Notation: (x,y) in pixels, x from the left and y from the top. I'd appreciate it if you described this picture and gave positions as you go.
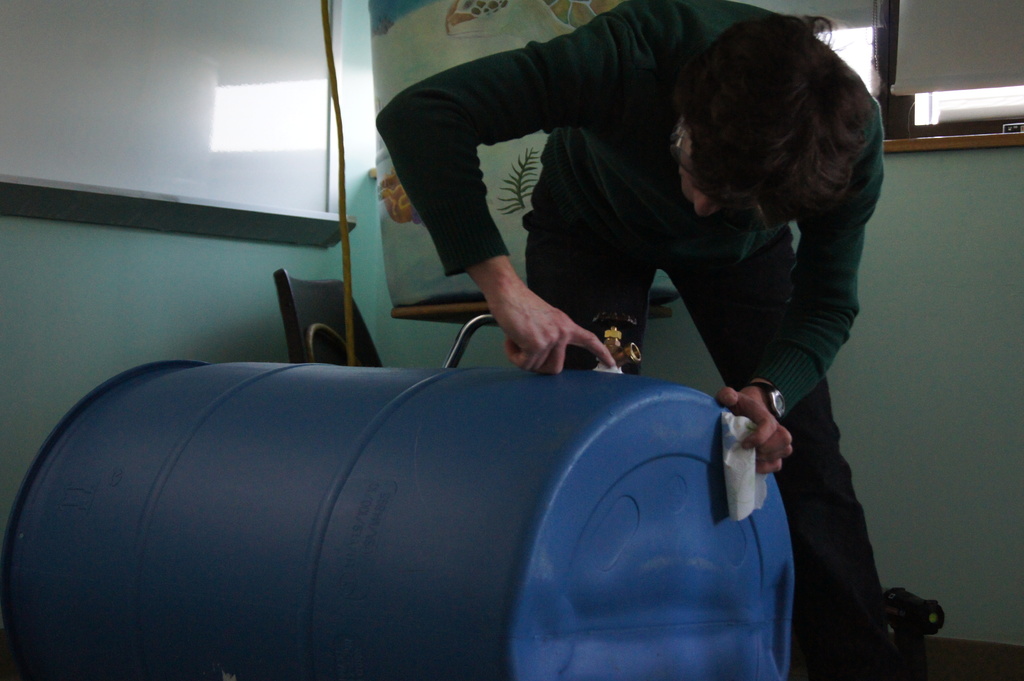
In the center of the image (509,304) we can see a man (707,310) repairing a drum (447,380). In the background (1008,45) there is a window (1020,40), board (240,125), chair (300,322) and a wall (926,282).
